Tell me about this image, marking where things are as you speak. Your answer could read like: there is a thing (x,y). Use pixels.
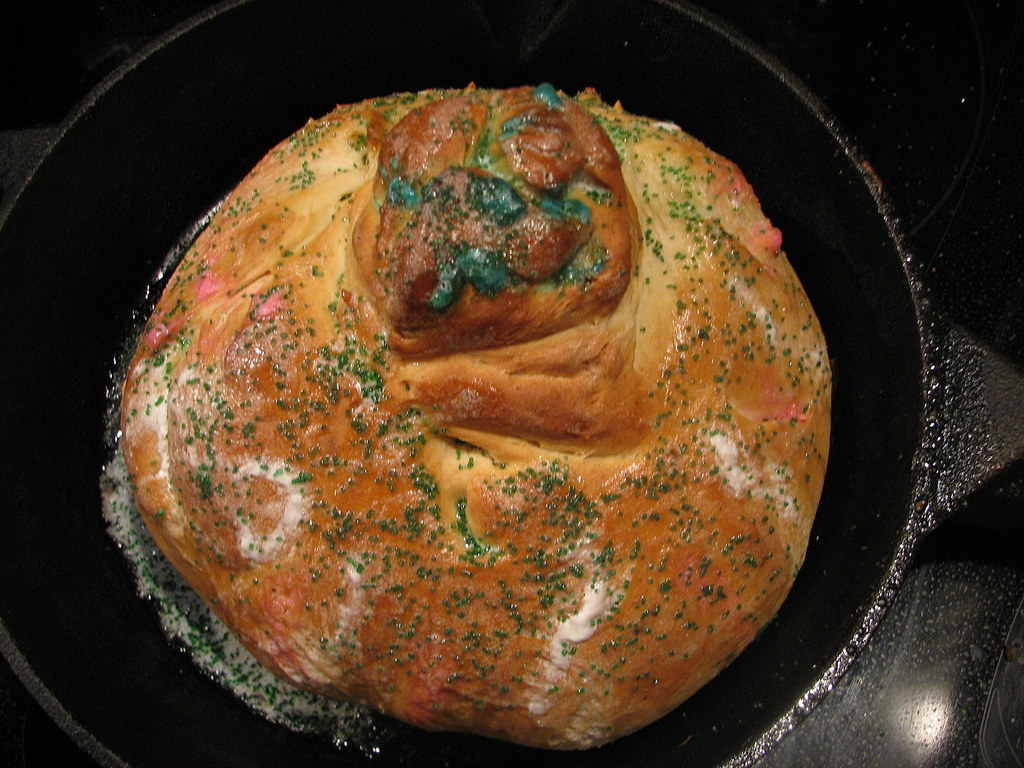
In this image, we can see food (499,409) on the black pan (50,170). Here we can see black surface (947,625).
